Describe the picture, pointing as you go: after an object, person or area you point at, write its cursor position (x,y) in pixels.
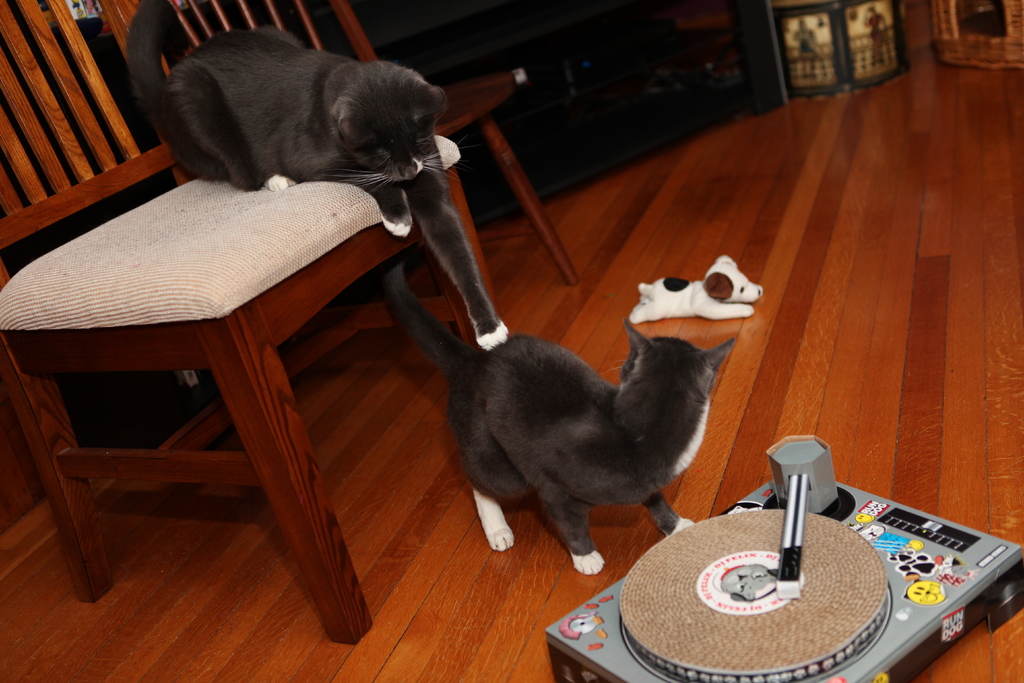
In this picture we can see two cats (243,83) where one is on chair (193,214) and other is on floor (797,335) and beside to them we have a dog toy (707,272), cat scratcher (795,496).
